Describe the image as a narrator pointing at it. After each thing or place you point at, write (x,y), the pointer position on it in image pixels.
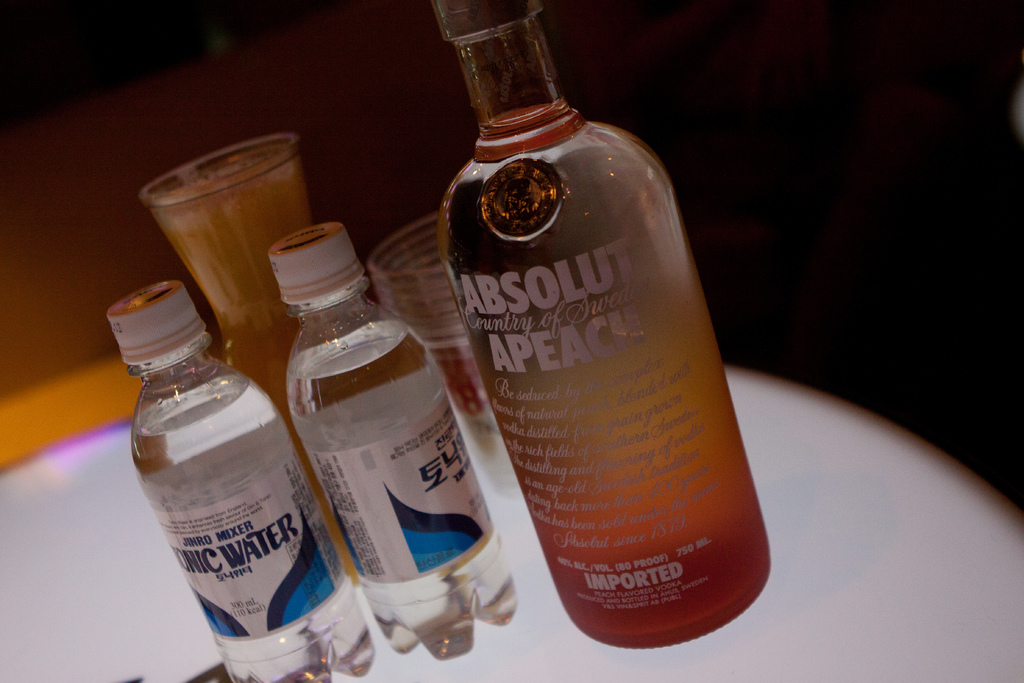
In this image there is a bottle (507,303), glass (278,216) in the table (514,552).
